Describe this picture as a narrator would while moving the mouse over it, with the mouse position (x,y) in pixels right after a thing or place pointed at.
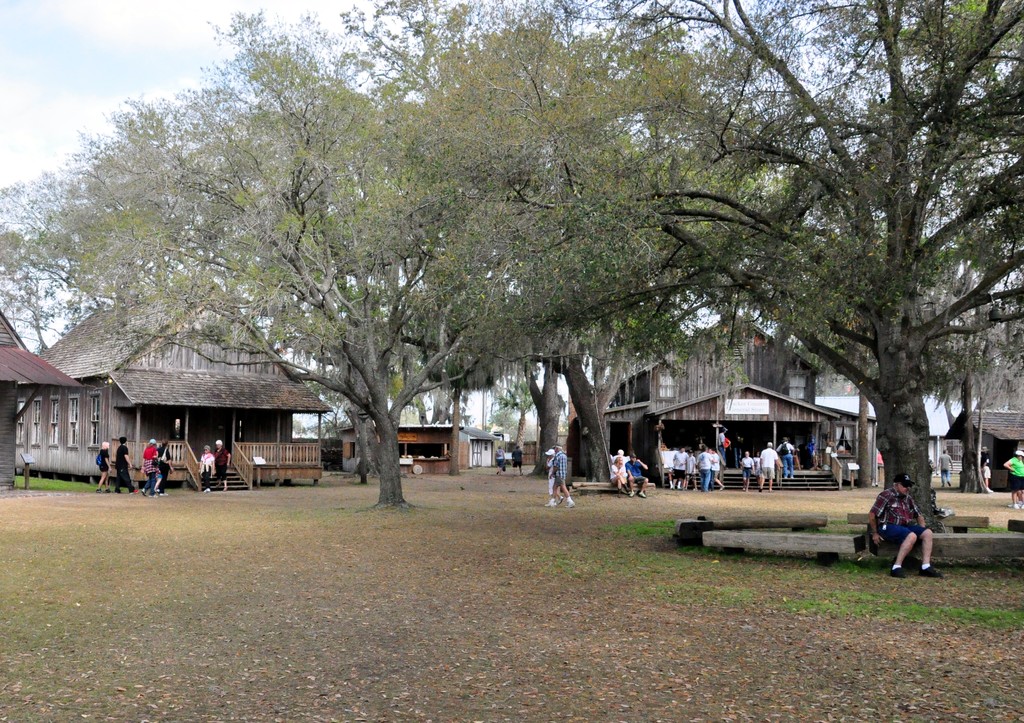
This is an outside view. At the bottom of the image (238,669) I can see the ground (513,667). On the right side (906,510) a man (897,520) is sitting under the tree (886,231). In the background (42,421) there are many houses (63,430) and a trees (731,305) and also I can see few people (561,462) are walking on the ground (208,494). At the top of the image (83,57) I can see the sky (92,55).
